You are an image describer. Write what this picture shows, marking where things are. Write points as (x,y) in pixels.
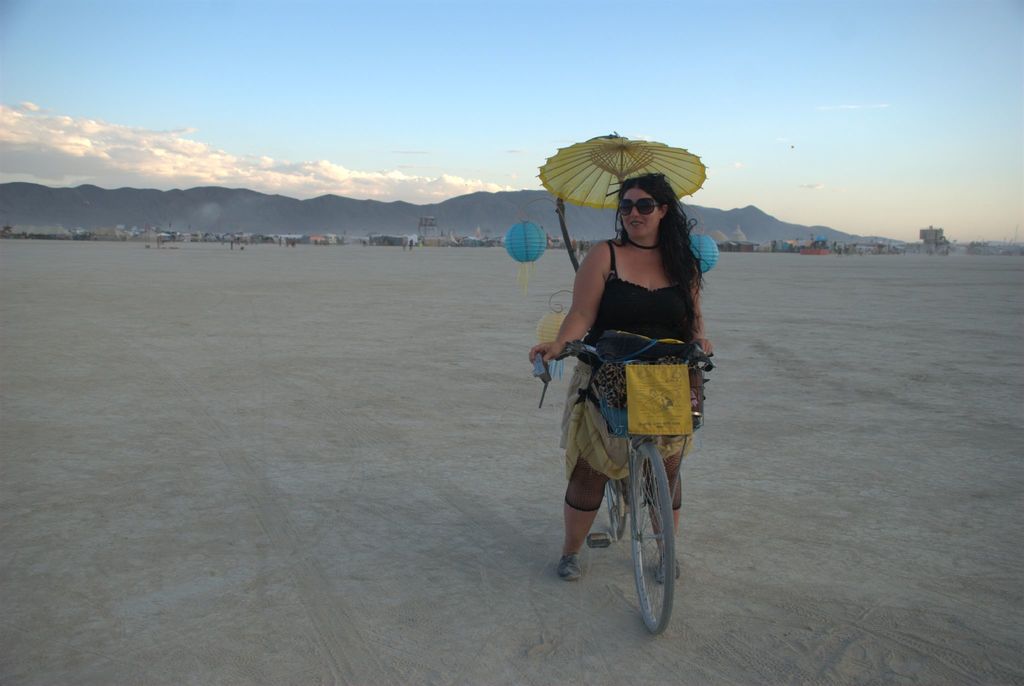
There is a woman (657,200) on the bicycle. This is an umbrella (613,202). On the background (614,114) there is a sky (700,106) with clouds (62,142) and this is mountain (599,224).
